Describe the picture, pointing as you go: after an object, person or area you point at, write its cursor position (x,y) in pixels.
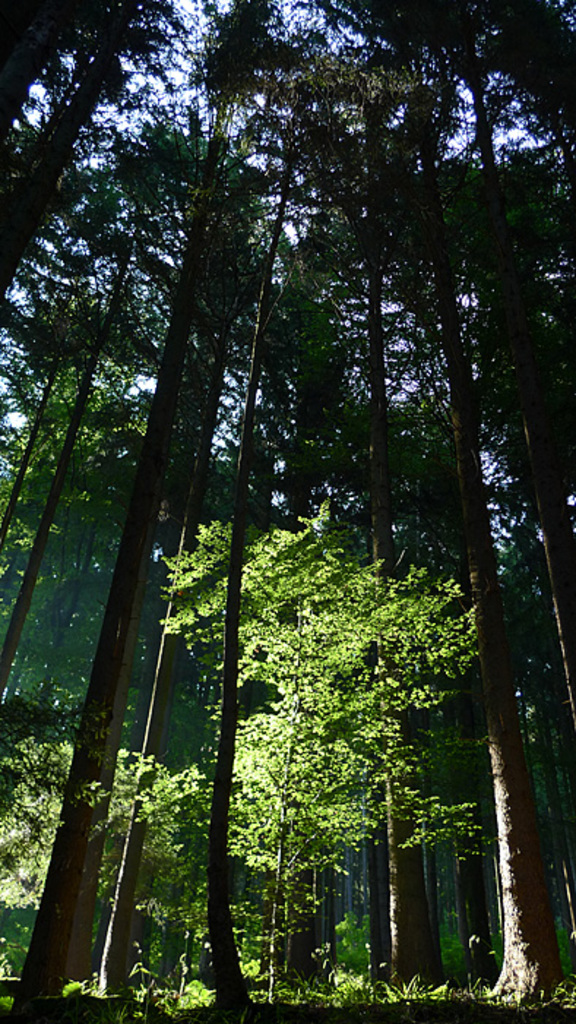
In this picture I can see trees (291,759). I can see clouds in the sky (280,196).
